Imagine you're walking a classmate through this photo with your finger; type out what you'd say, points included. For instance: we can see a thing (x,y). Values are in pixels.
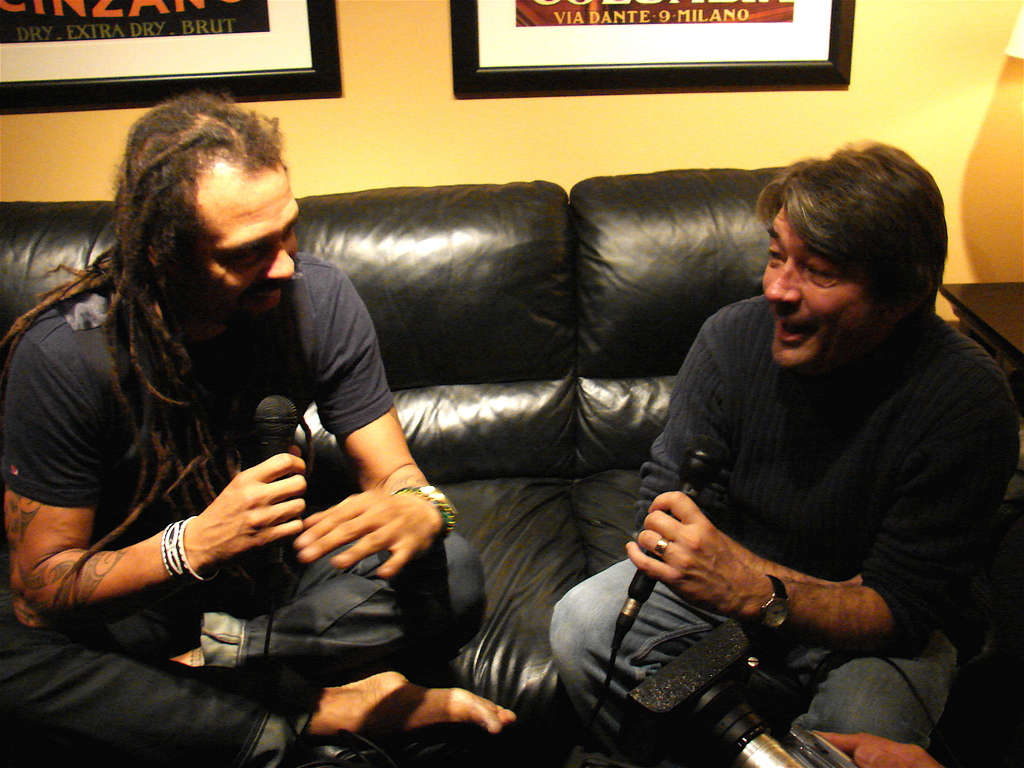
In this image we can see two persons (592,599) are sitting, on the sofa (521,565), and smiling, here a man (683,541) is holding the microphone (645,571) in the hands (671,565), here is the wall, and a photo frame (727,67) on it.
